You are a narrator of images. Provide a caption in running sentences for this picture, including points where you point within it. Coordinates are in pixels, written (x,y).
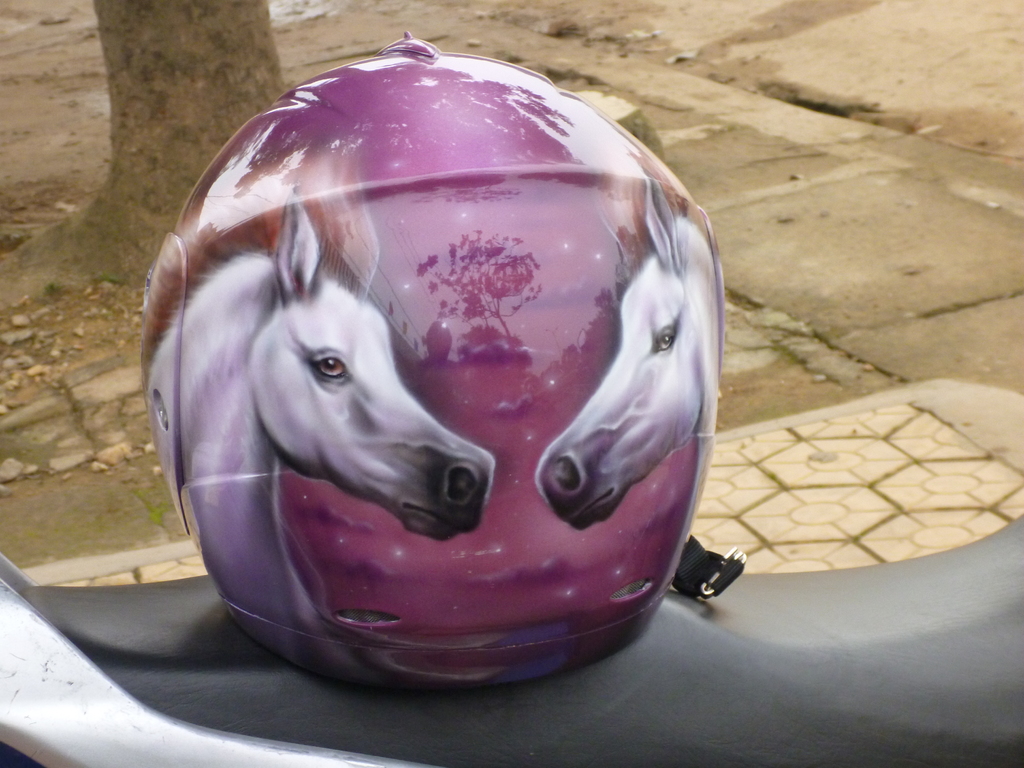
In this image I can see a motorbike seat (838,685) which is black in color and on it I can see a helmet (464,290) which is pink, white and black in color. I can see two horses (294,383) on the helmet (279,416). In the background (851,160) I can see the ground (719,135) and the tree trunk (145,116).
